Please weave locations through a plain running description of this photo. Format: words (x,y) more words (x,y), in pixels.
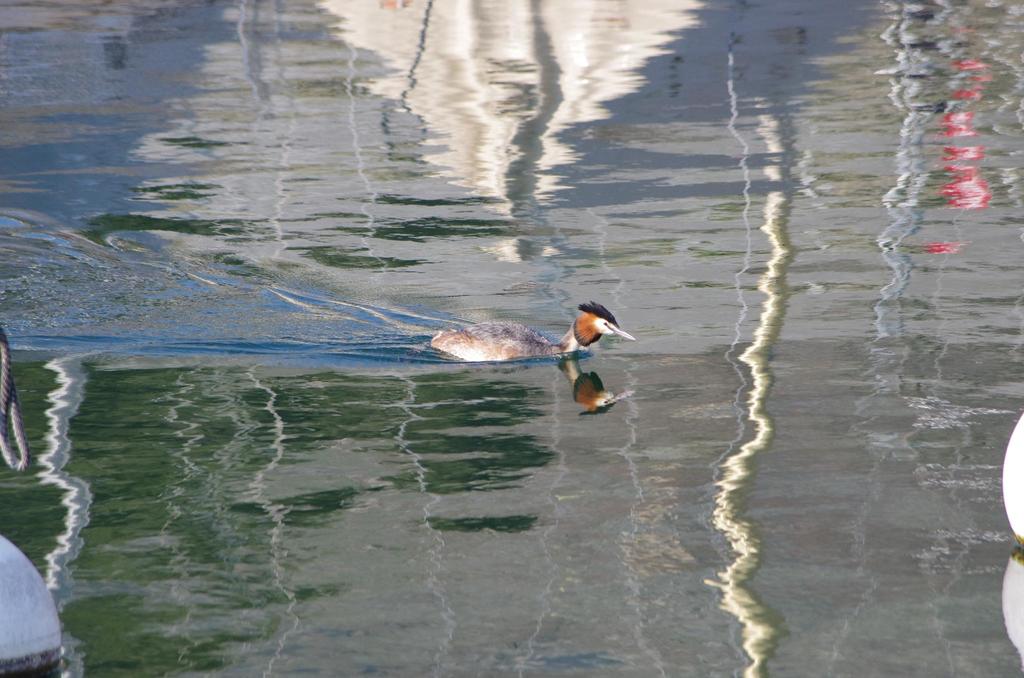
In the foreground of this image (590,331), there is a bird (523,337) in the water (518,396). On either side, it seems like there are buoys (1021,453) and on the left (13,419), there is a rope (1,422).
